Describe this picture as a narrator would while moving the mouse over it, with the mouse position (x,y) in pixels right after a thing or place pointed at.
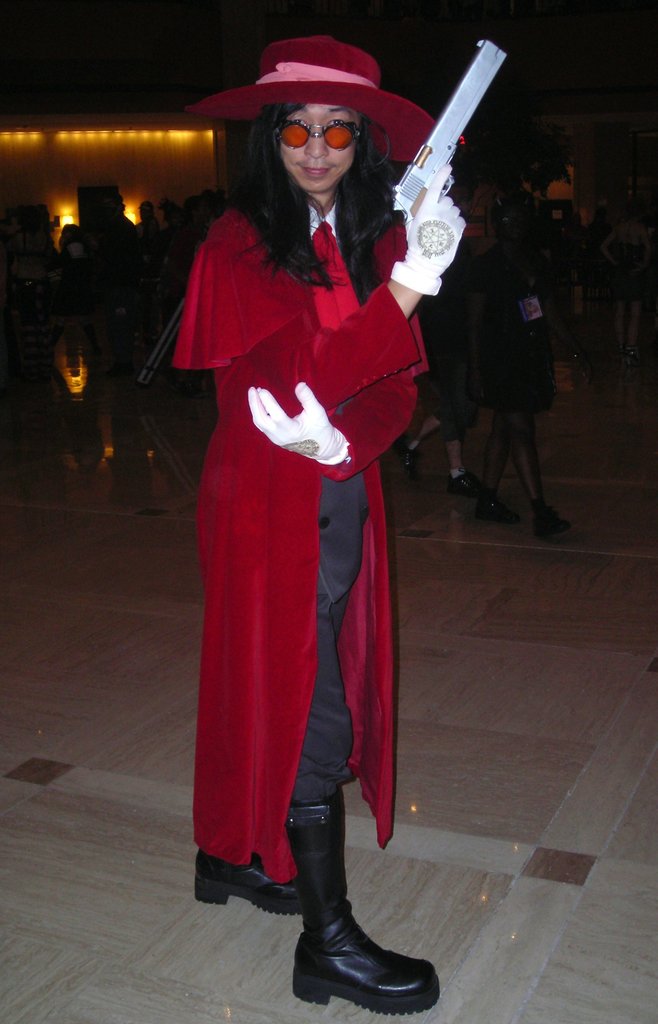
In this image, we can see a person (286,414) standing and holding a gun (419,193) with his hand (420,225). This person (350,322) is wearing clothes (289,579) and hat (405,151). There are two persons (526,320) on the right side of the image (513,439) walking on the floor (514,596).
